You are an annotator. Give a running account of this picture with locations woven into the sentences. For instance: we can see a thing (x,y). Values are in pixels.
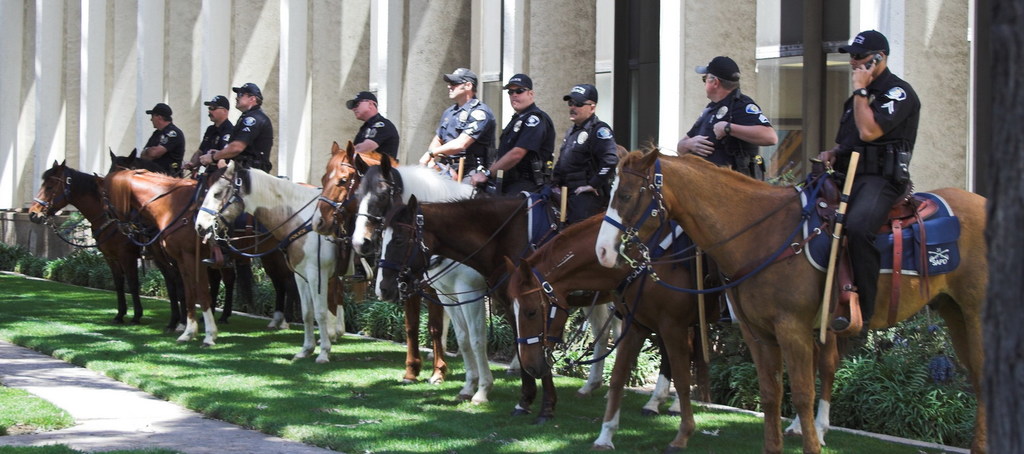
In the given image i can see a people (607,133) sitting on the horses (805,370), plants (883,347), grass (27,322), building (804,82) and rod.
